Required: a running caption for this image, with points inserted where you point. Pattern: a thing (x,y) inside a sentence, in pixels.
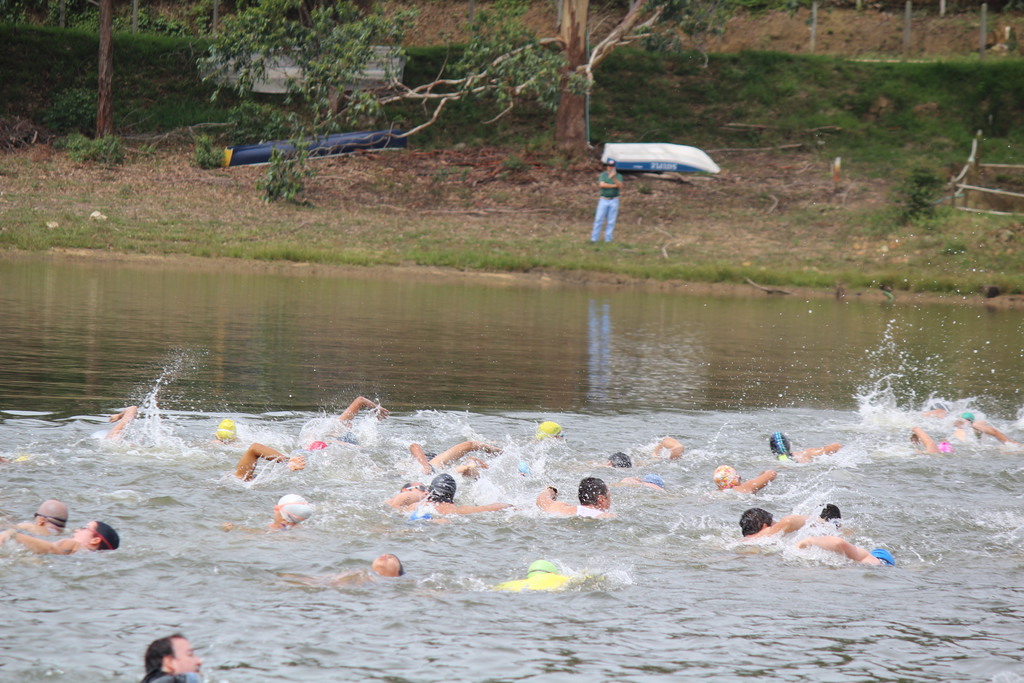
In this image we can see some group of persons (538,502) swimming in water (505,383) and in the background of the image (567,8) there are some trees (377,103) and a person (610,237) standing near the banks of river (541,258), there are two boats (356,142).
